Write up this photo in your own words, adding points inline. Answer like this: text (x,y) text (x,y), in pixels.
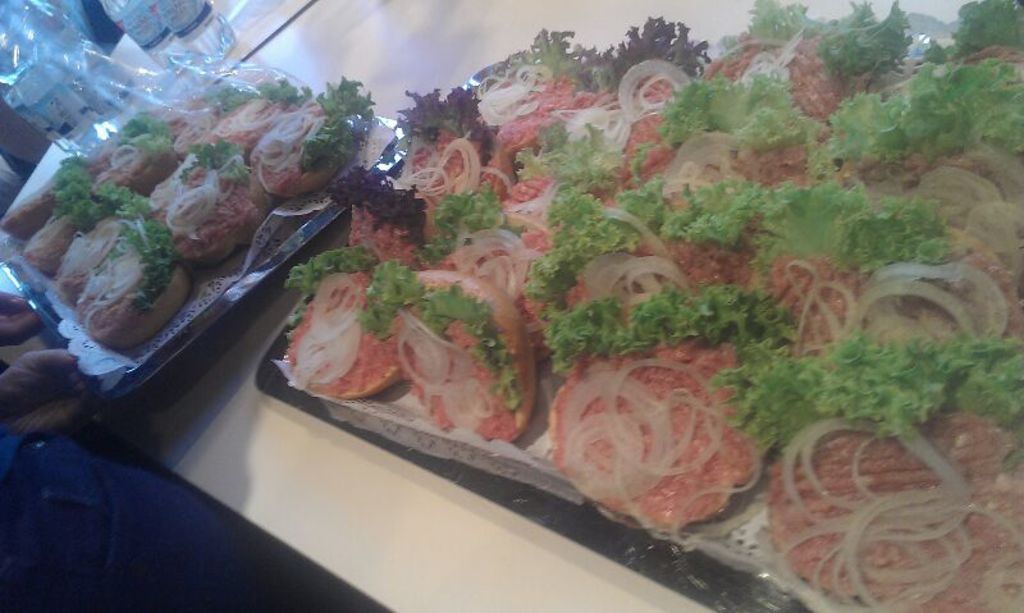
In this image, we can see plates (334,395) on the table (286,493) contains some food (412,240). There are bottles (82,117) in the top left of the image (143,35).
